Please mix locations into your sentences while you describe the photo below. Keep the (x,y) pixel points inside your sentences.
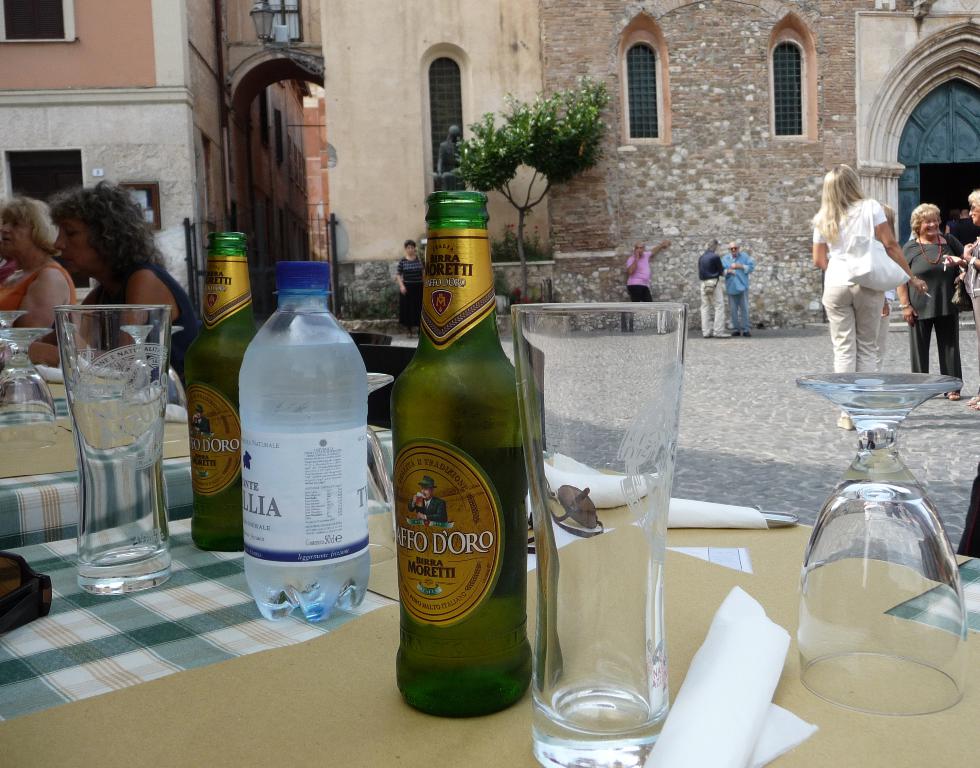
This is the table (189,702) covered with the cloth (153,639). These are two beer bottles (447,376) which are green in color. This is a water bottle (279,470), two glasses (601,542), spectacles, tissues (732,707) on the table (388,740). There are two women (105,271) sitting. There are few people (723,269) standing. This is the tree (543,192). This is the building (570,54) with windows (785,47). I think this is the lamp (271,4) attached to the building (324,42).
